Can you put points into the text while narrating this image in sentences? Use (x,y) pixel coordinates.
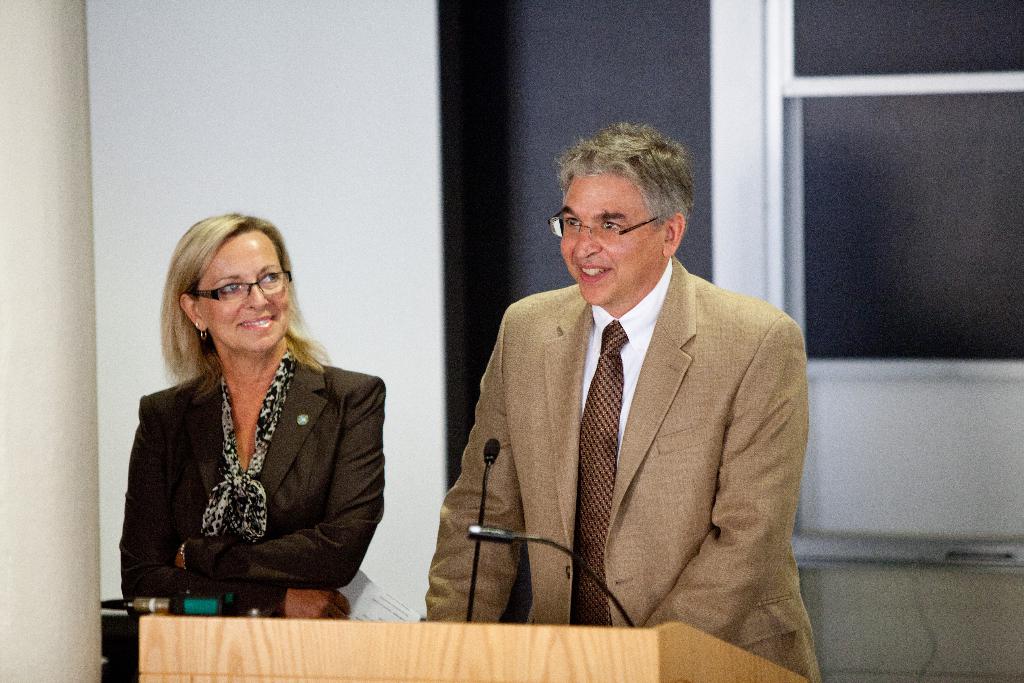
In this image there is a man (572,390) in the middle (557,371) who is standing in front of the podium (521,631). Beside him there is another woman (270,509) who is standing by holding the papers (370,610). In front of her there is a mic (159,599). In the background (260,146) there is a wall (310,129). On the right side (858,214), it seems like a glass window (918,211) in the background (929,218).
